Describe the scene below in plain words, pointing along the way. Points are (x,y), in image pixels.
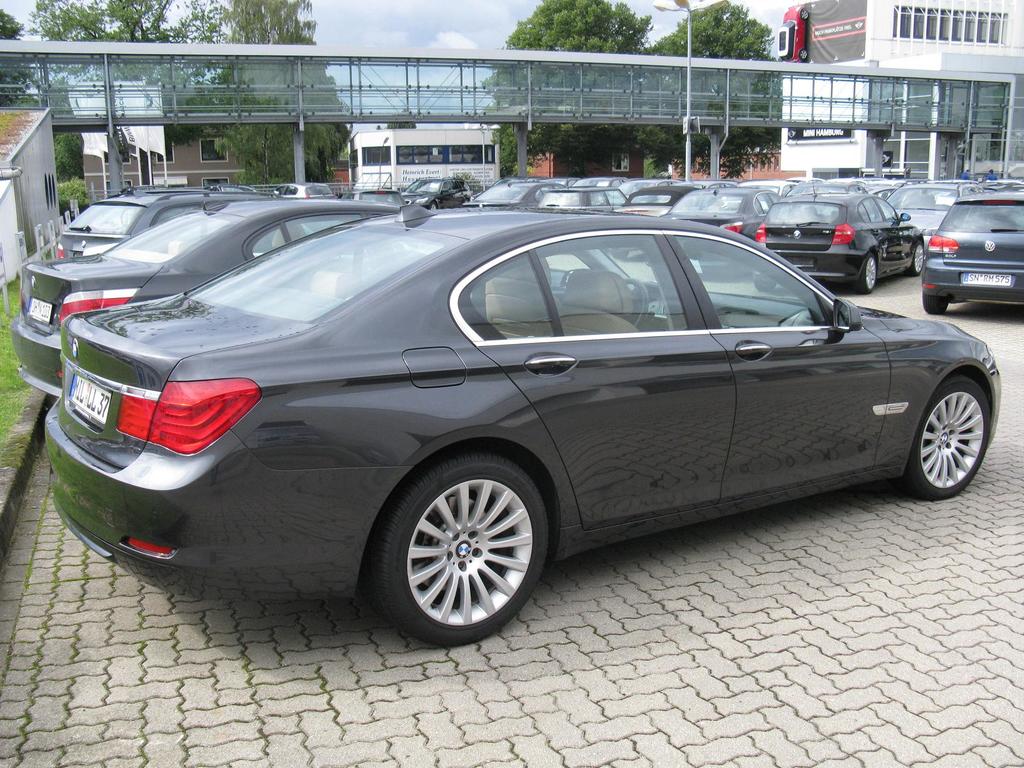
In the image we can see there are cars (784,226) parked on the road (1017,413) and behind there is a bridge (663,93) and there are buildings (1005,23). There are lot of trees (582,77) at the back (753,128).
